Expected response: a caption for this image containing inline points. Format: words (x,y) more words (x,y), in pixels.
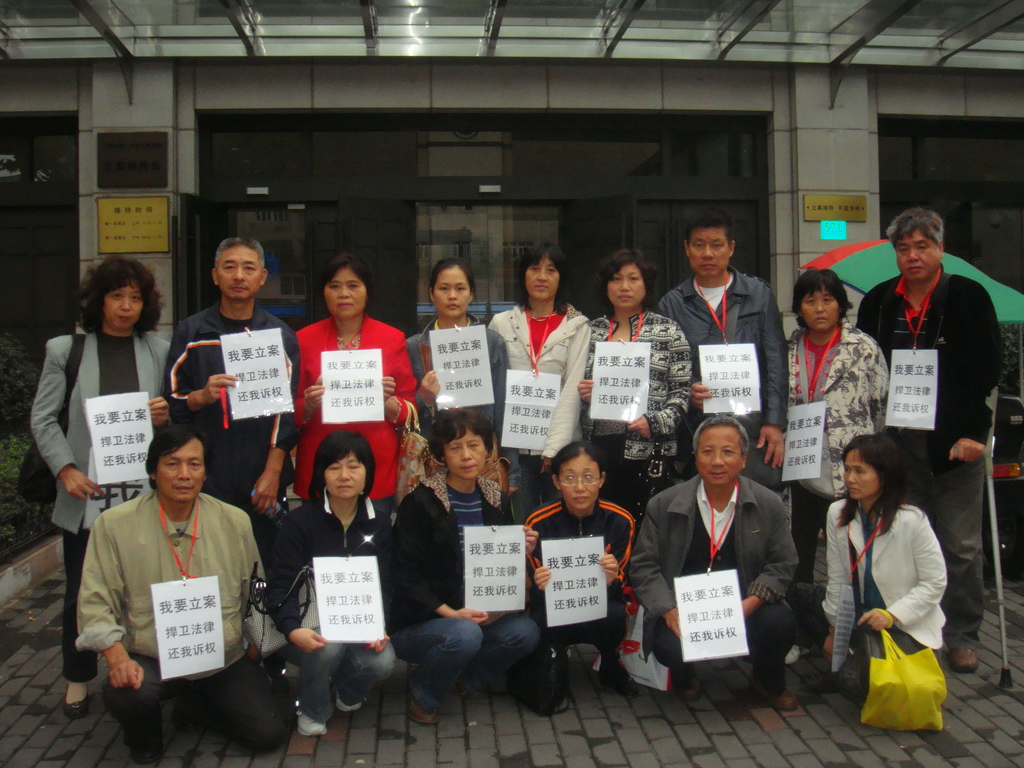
In this picture I can see there are a group of people (961,496), few of them are standing and few are sitting on the floor (545,763). They are wearing few boards (740,362) in neck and in the backdrop (148,266) there is a building (665,61) and it has glass doors (507,239). There is a woman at right side (897,712), she is holding a yellow cover (908,674).
